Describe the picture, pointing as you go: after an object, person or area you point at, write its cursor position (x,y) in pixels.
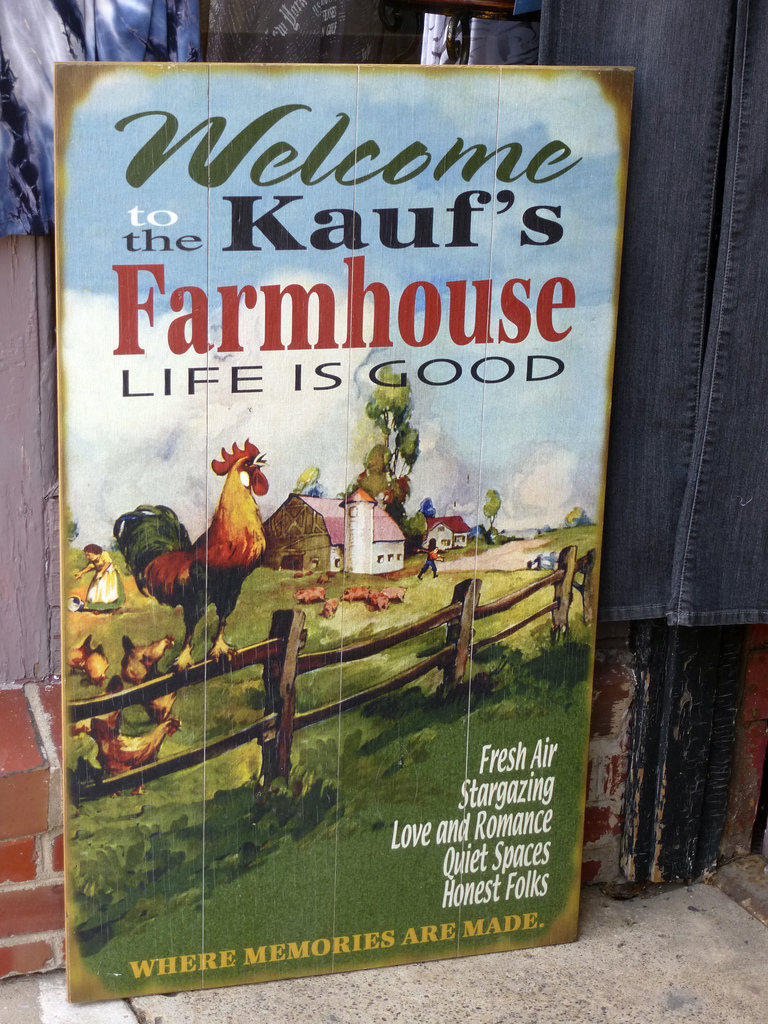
In this image there is a display board (318,284) with text (352,216) and pictures (336,624) on it, behind the board (81,757) there is a wall (58,757) and jeans (682,408).
